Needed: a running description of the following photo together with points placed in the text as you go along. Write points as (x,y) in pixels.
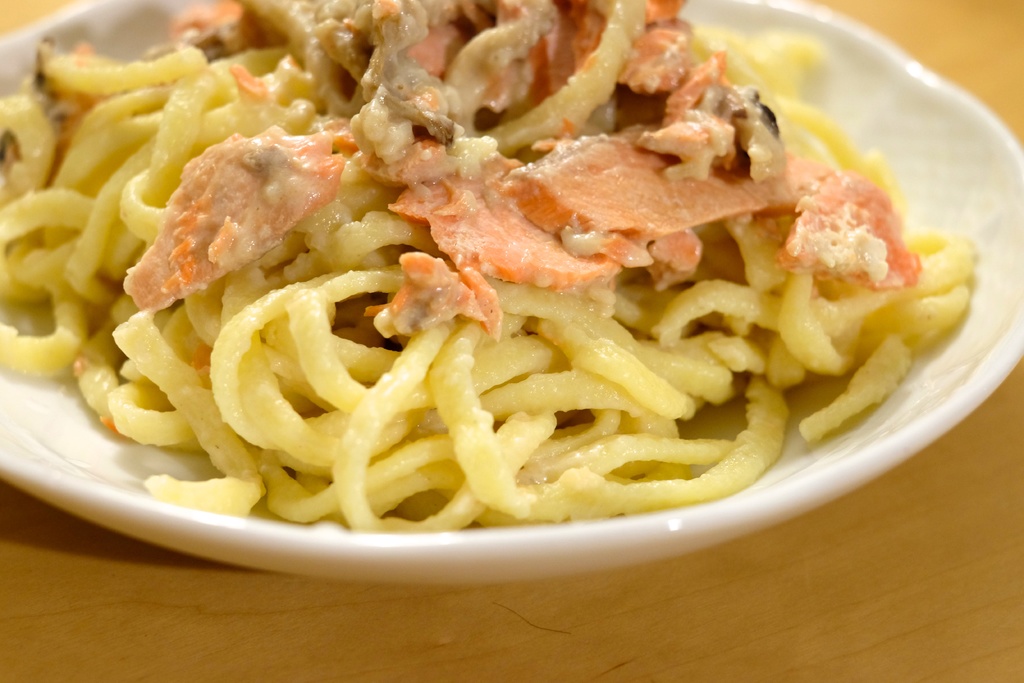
In this image, we can see food (368,233) on the plate (480,538), which is placed on the table (289,607).
